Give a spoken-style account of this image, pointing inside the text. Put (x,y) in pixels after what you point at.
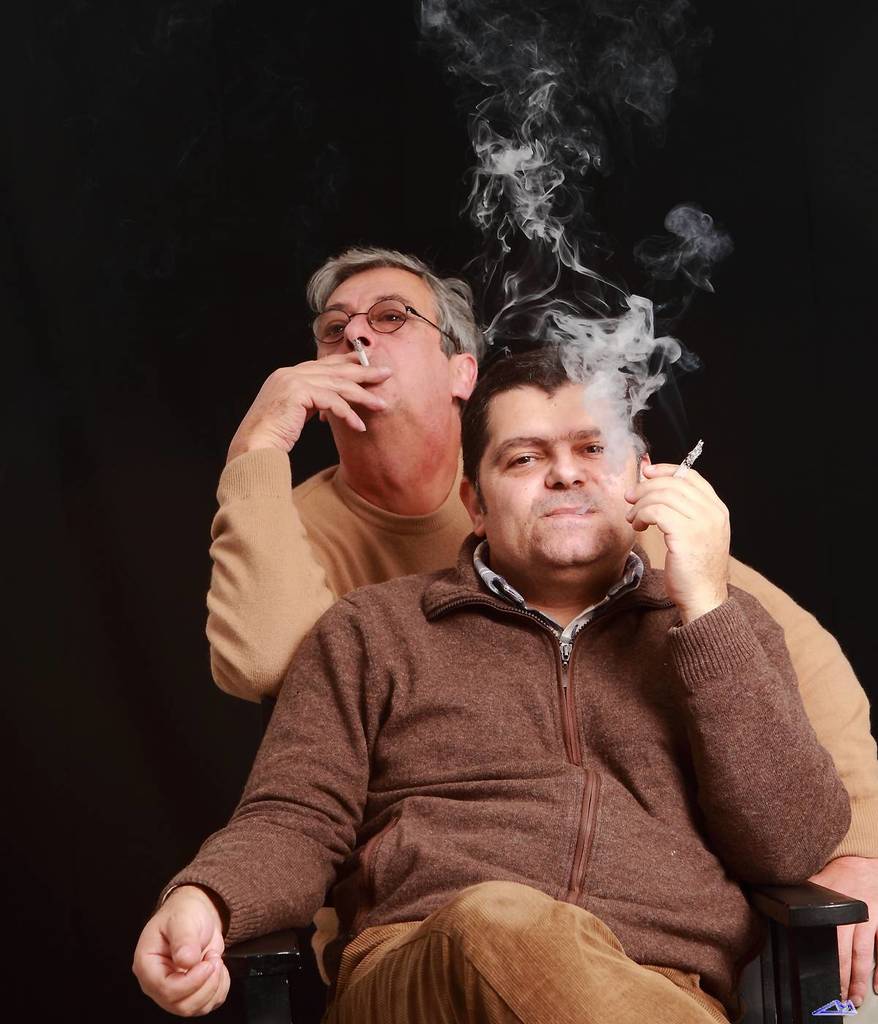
There are two men (534,601) smoking and this man (470,749) sitting on chair (299,989) and we can see smoke (500,28). Background (19,162) it is dark.
